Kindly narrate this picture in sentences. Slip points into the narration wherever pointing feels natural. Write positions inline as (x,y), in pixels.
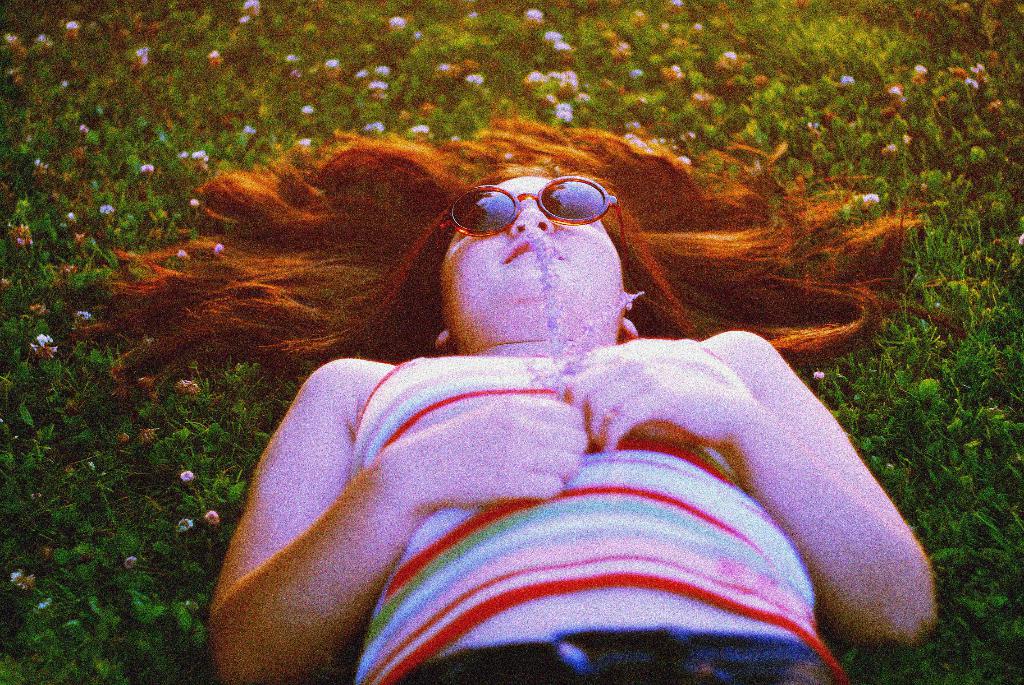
In this picture we can see a girl (656,562) lying on the ground (860,395) and in the background (860,395) we can see grass (836,361), flowers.
